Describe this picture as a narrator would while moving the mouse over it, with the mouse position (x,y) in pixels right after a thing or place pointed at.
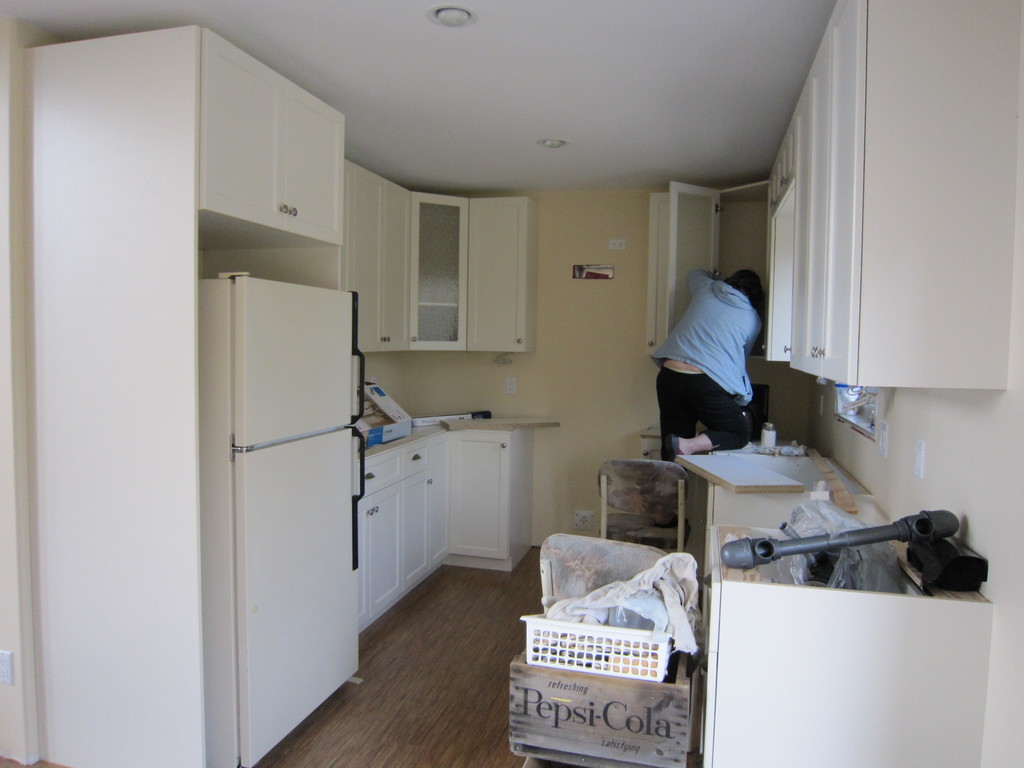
On the left side (258,404), there is a white color refrigerator (266,425) arranged on the floor (285,746). Above the refrigerator (249,297), there is a white color cupboard (268,208). On the right side (962,83), there is a white color cupboard (908,215) attached to the wall (927,492). Below this cupboard (908,359), there are some objects (643,477). In the background (678,427), there is a person (710,283) in blue color t-shirt (695,298), working, there are cupboards (478,200) attached to the wall (594,320) and there are some objects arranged on the table (517,425) which is having white color cupboards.
